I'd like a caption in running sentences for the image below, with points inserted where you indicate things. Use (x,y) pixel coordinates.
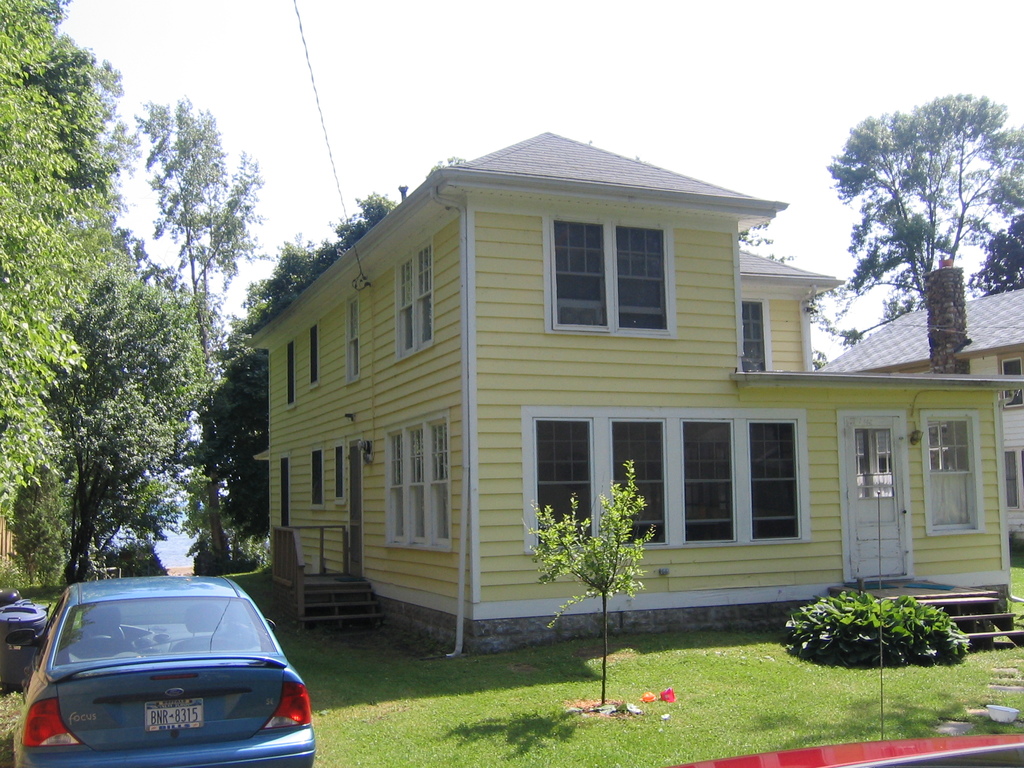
This is an outside view. At the bottom (477,721), I can see the grass (512,717) on the ground (411,693). On the left side (121,671) there is a car (89,647) and I can see some trees (37,319). In the middle of the image (515,351) there is a building (583,385). In front of this building (752,585) there are few plants (912,619). At the top of the image (538,98) I can see the sky (598,137). In the bottom right-hand corner (861,753) there is a red color object (863,753) which seems to be a vehicle (880,756).
